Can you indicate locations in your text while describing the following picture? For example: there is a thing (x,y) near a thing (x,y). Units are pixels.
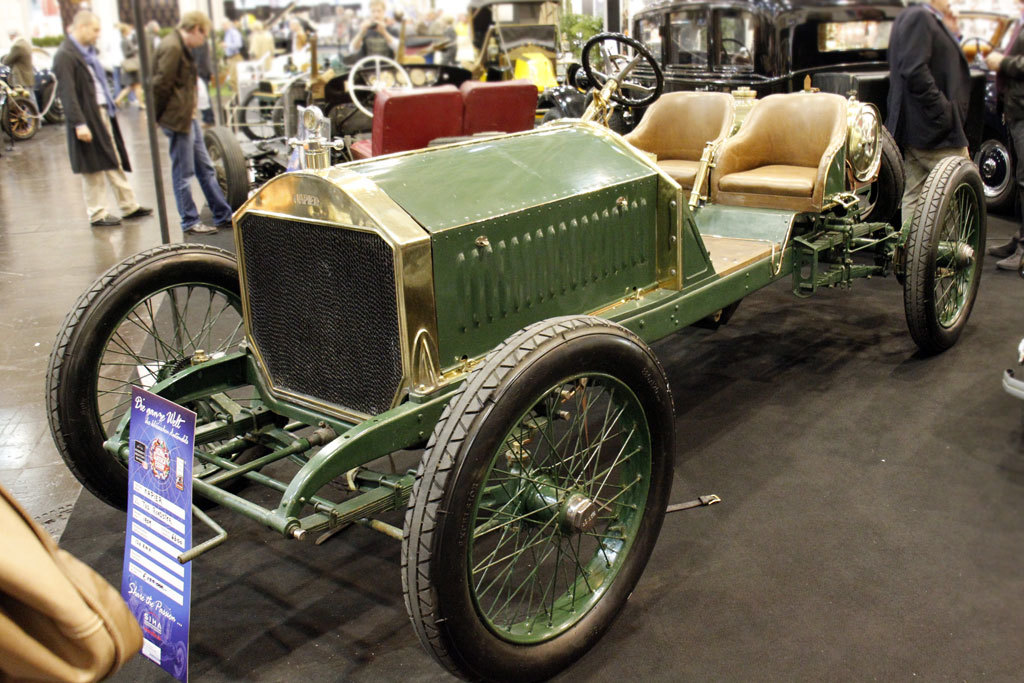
It is a vehicle expo, there are multiple vehicles (600,108) in the room (723,459), people (92,44) are coming and watching the vehicles (372,65), some of them are taking the photographs also.
